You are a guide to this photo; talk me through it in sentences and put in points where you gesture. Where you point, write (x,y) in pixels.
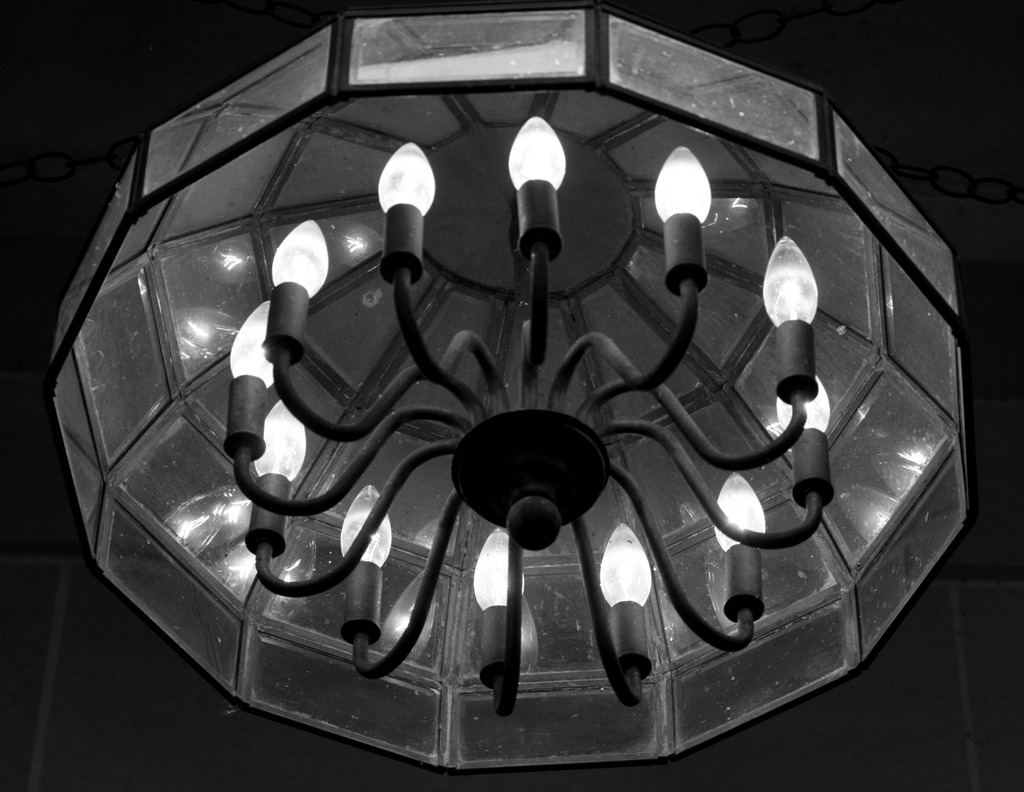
As we can see in the image there is a chandelier (631,328) and the image is little dark.
